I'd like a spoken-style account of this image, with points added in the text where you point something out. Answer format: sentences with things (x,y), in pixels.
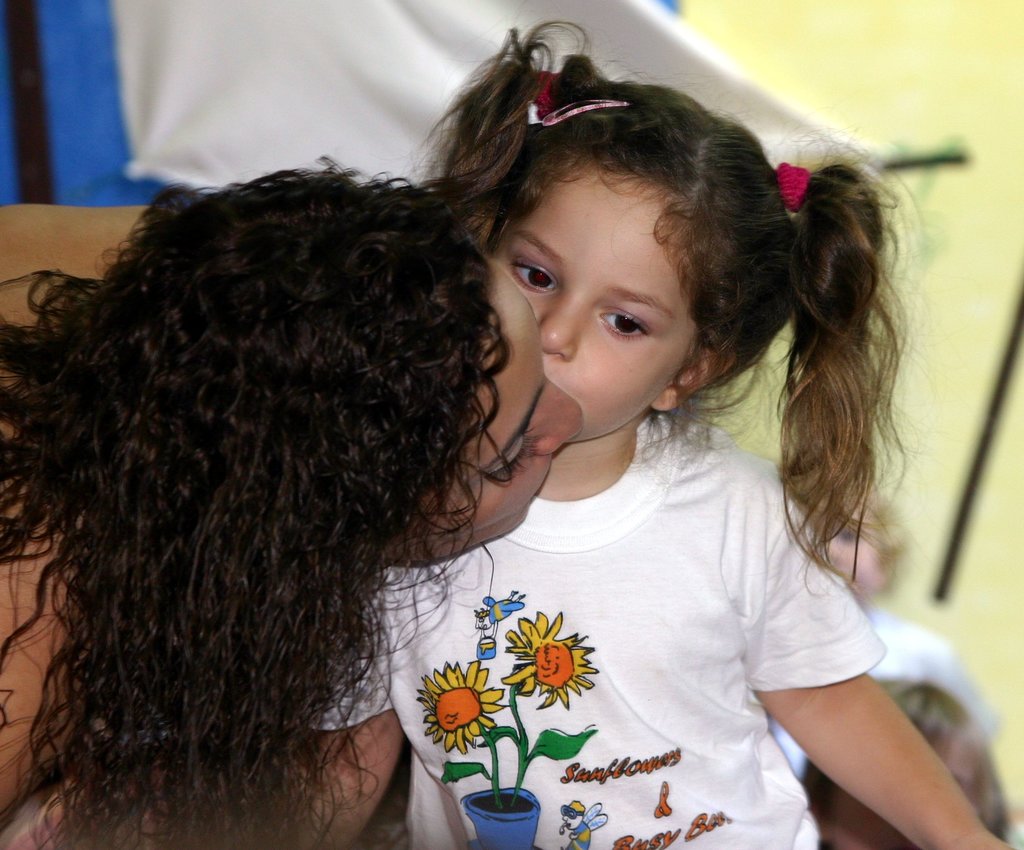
In this picture we can see a woman (10,778) and a girl (770,336) and in the background (665,57) we can see a cloth (308,103) and some persons (980,792).
